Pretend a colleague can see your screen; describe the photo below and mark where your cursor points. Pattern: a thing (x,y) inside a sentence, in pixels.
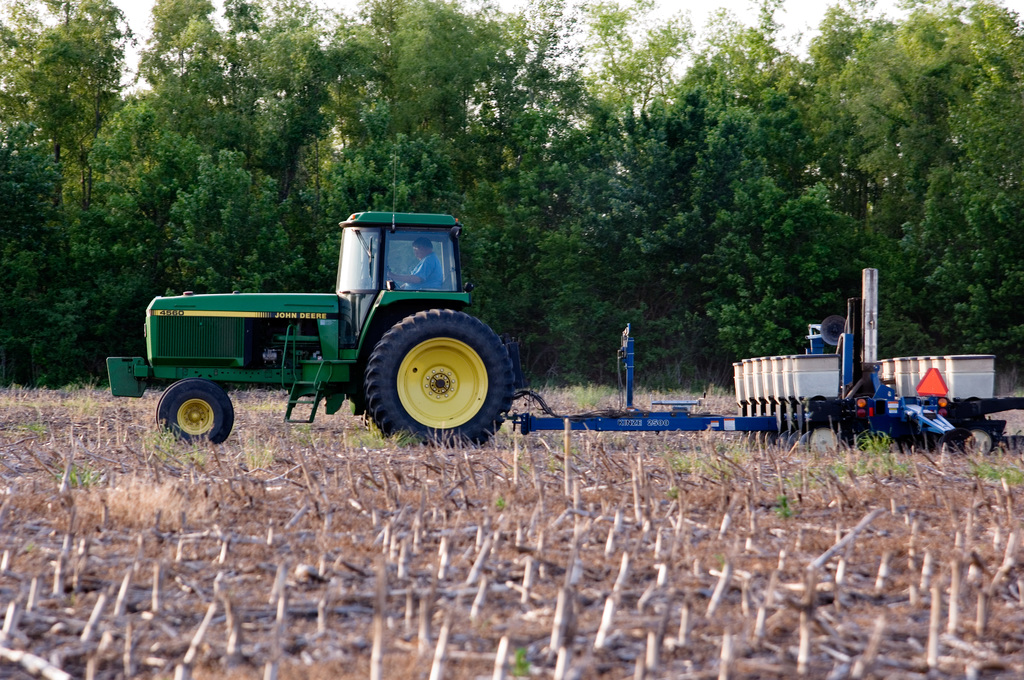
In this picture we can see a person (428,283) inside a tractor (438,311) on the ground (323,525), grass (89,390) and some objects (719,416) and in the background (494,87) we can see trees (561,81).
